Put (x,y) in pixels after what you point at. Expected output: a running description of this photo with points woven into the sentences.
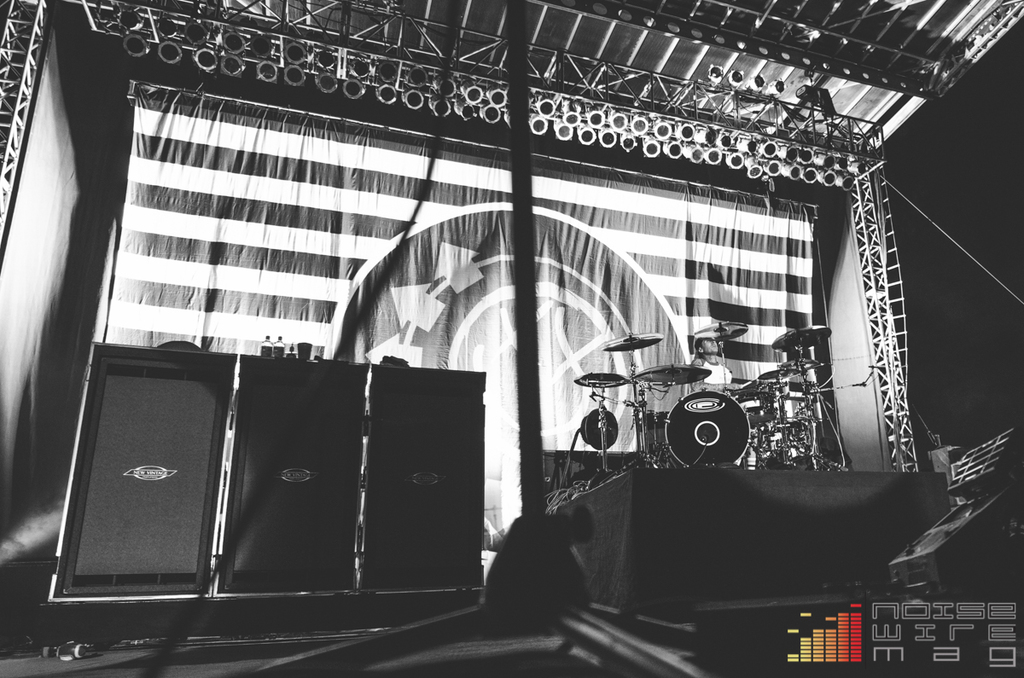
In this image, there are speakers (268,514), stage (607,532), stand (535,403) and few objects (73,646). On the right side of the image (708,426), we can see a person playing a musical instrument (693,413). In the background (870,349), there are rods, banner (452,308), lights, ropes (915,204) and dark view. In the bottom right corner (1010,609), there is a watermark (833,654) in the image.
